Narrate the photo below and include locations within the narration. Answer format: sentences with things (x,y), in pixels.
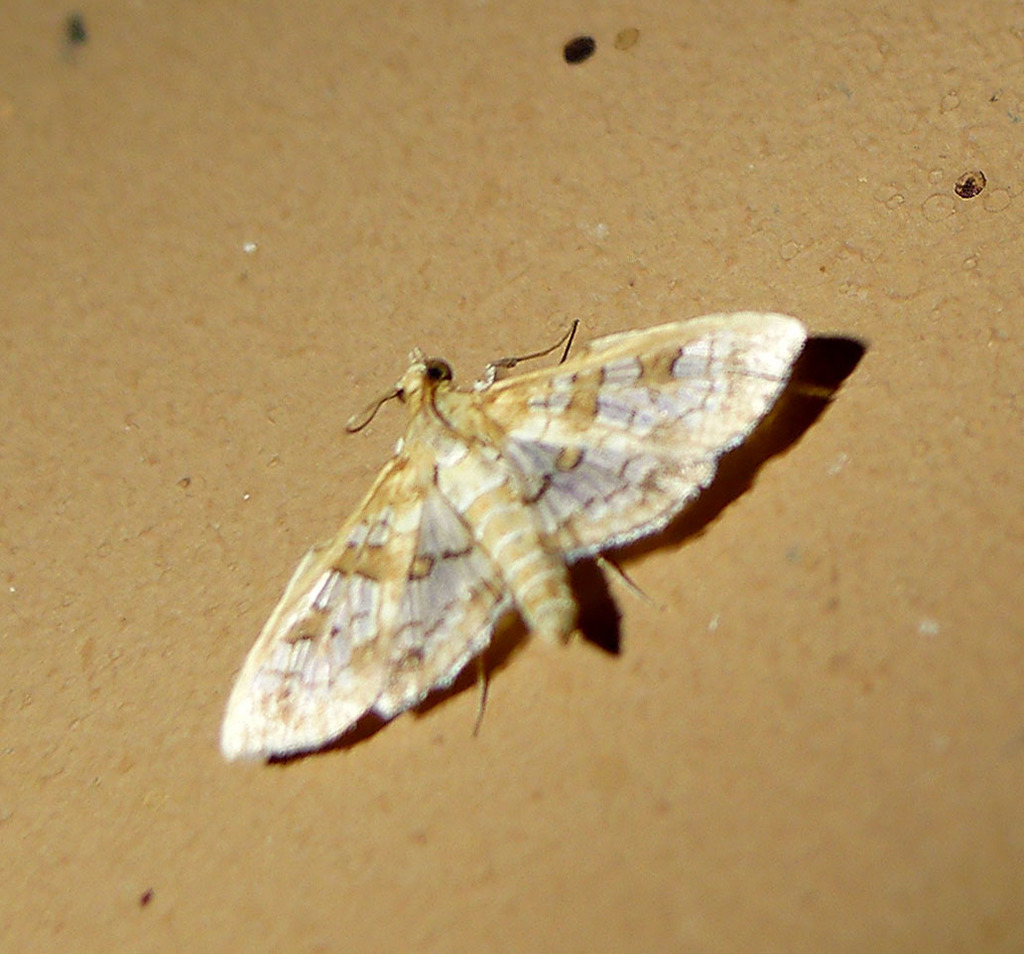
In the middle of the image (637,330) we can see an insect (697,342) on a brown color surface (367,106).
